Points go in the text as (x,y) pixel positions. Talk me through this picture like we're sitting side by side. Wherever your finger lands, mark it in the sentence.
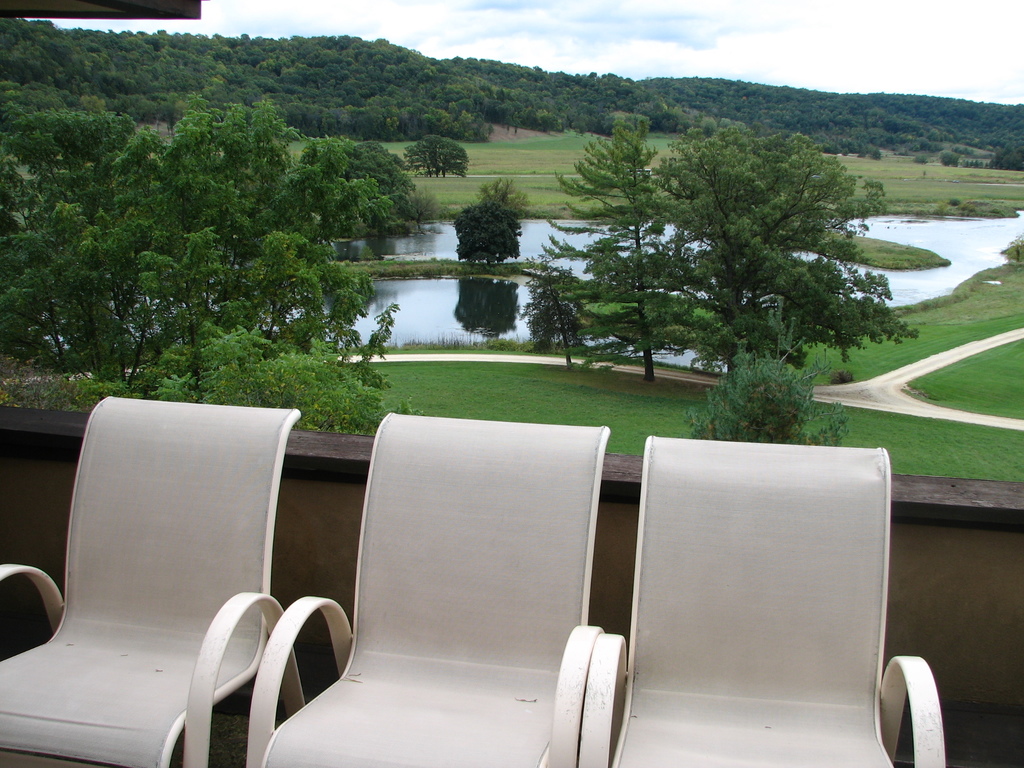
Front we can see three white chairs (675,735). Background (58,158) there are a number of trees (760,139), grass (592,387) and water (964,252).
